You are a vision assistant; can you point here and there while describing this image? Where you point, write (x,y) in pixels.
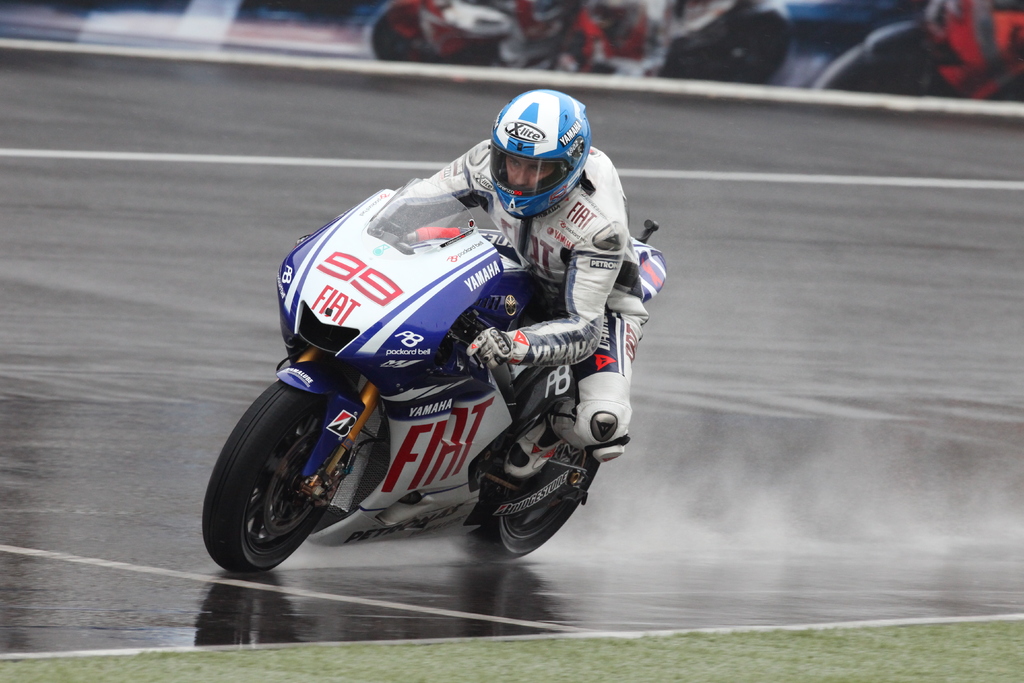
In this picture there is a person (523,209) sitting and riding a bike (300,512) on the road (366,580) and wore helmet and gloves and we can see grass (796,655). In the background of the image (808,61) it is blurry.
